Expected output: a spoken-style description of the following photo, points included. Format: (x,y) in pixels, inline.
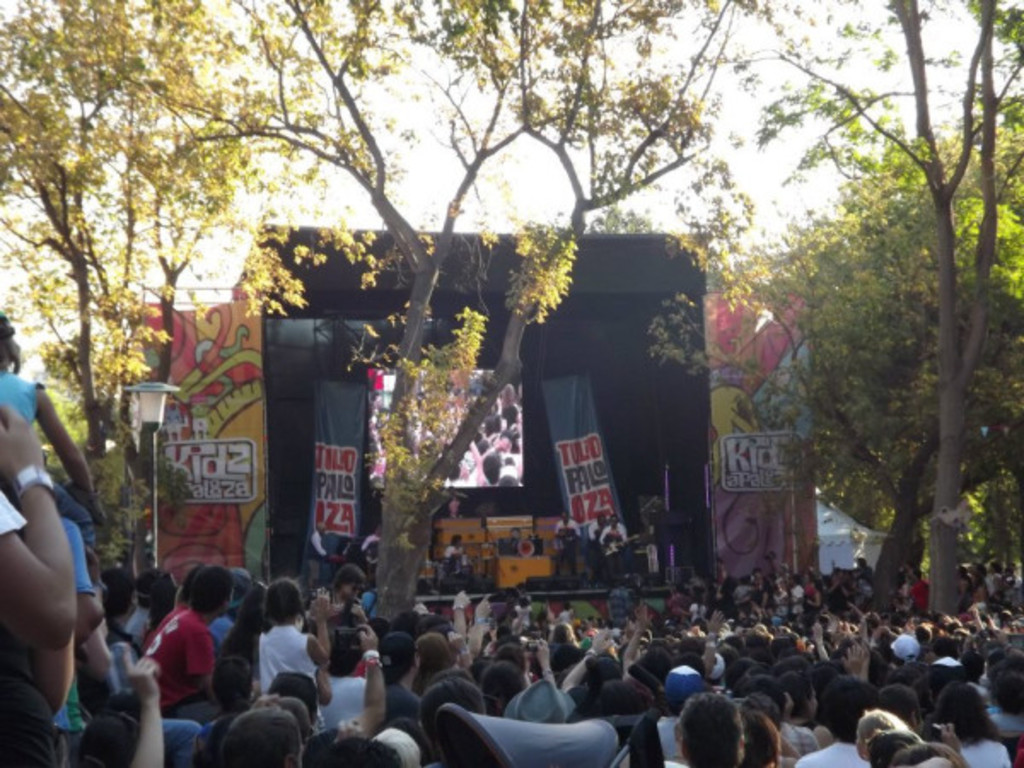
In the center of the image (579,503) we can see musical instruments (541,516), screen (518,404), boards (562,418), lights (162,414) are present. At the bottom of the image (688,701) a group of people (585,704) are there. At the top of the image (417,117) sky (417,117) is present. In the center of the image (413,320) trees (949,344) are there.
